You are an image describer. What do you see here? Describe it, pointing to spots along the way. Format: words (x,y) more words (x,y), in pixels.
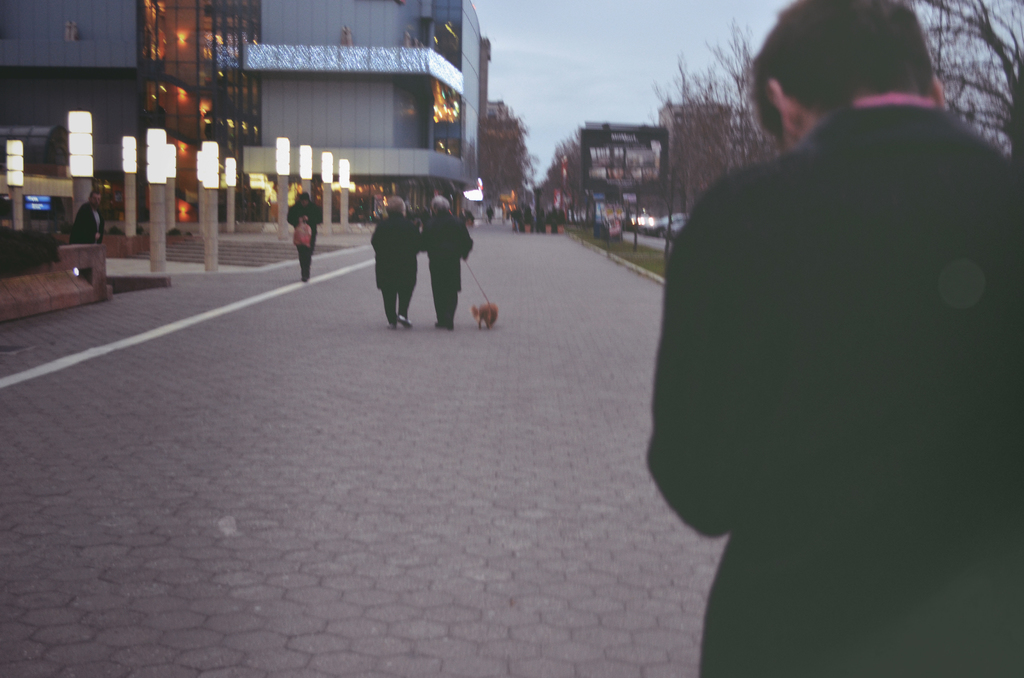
In the right side (791,457) there is a man (920,286), he wore a black color coat (988,267). In the middle (382,278) 2 persons (436,198) are walking by holding a dog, in the left side (261,90) there are lights (329,183) and there is a building (383,71).
